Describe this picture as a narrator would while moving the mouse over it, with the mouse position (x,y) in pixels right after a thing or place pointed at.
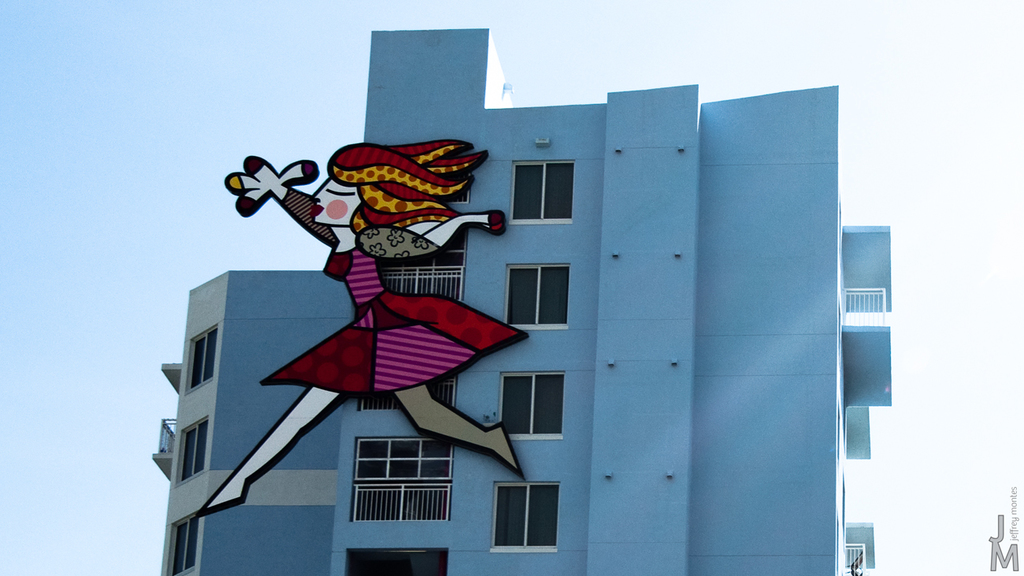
In this image I can see blue colour building (427,545), number of windows (186,467) and here I can see a cartoon character (383,277). I can also see the sky (196,233) in background (123,117).
